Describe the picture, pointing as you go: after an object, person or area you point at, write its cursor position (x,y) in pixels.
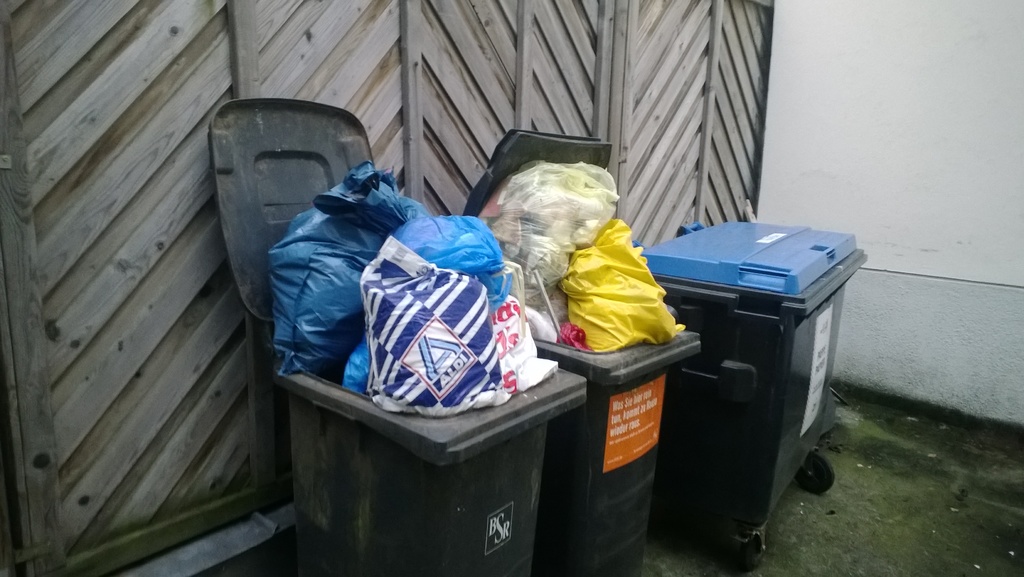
In this image I can see few bins (494,452) which are black and blue in color and few plastic bags (490,298) on the bins (829,239). In the background (456,59) I can see the wooden wall (531,51), the white colored concrete wall (879,95) and the ground (905,474).
